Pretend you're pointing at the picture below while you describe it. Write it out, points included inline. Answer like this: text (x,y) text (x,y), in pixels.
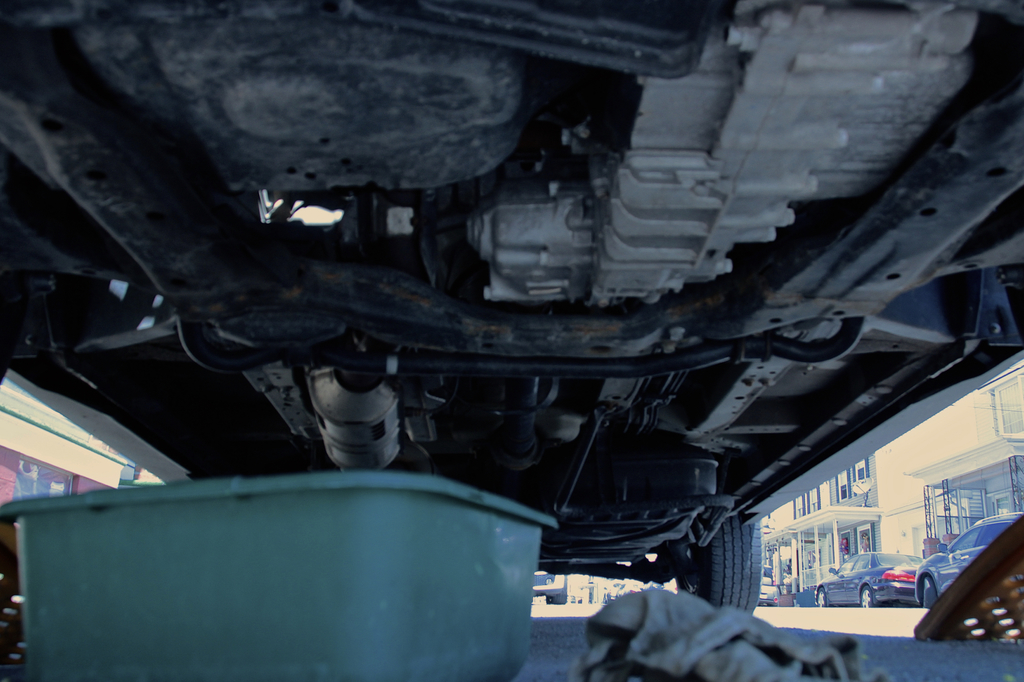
In this image we can see the bottom view of a car (638,308). We can also see a green color tub (365,551) and a cloth (709,624) on the road (948,657). On the right (877,496) we can see the buildings (891,454) and also the cars (1005,514). On the left (76,462) we can also see a building (67,472).
